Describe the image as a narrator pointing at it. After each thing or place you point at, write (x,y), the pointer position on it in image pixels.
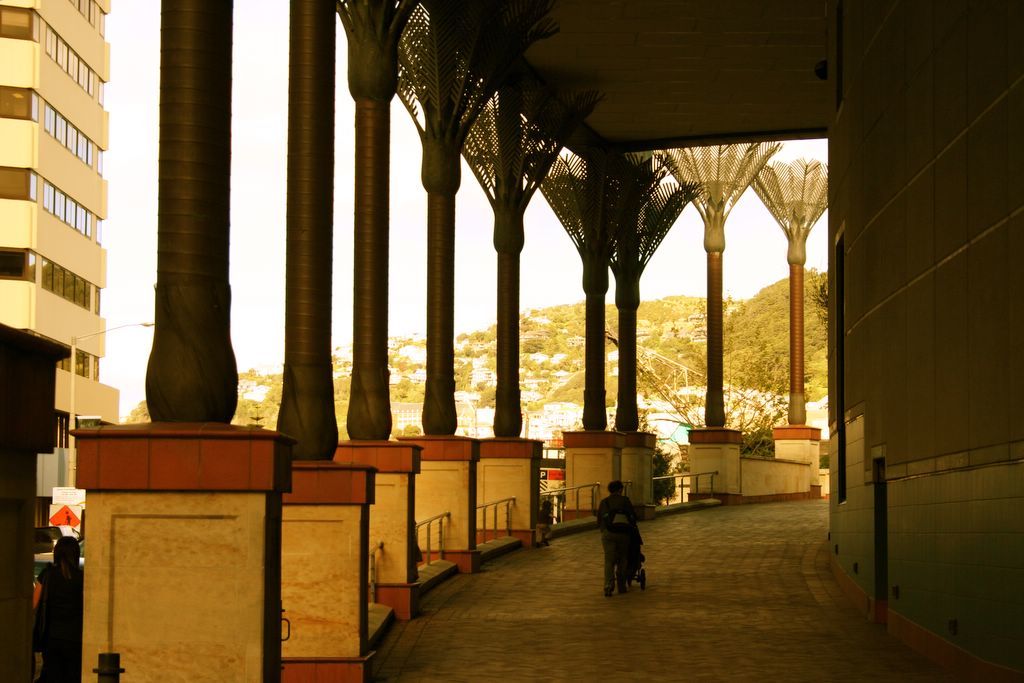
In this picture I can see a building (39,34), there are two persons (67,558) standing, there are iron grilles (373,583), plants (745,446), there is a pole (118,325) and a light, there are houses (536,336), trees (676,317), hills (482,328), and in the background (421,239) there is sky (725,228).
